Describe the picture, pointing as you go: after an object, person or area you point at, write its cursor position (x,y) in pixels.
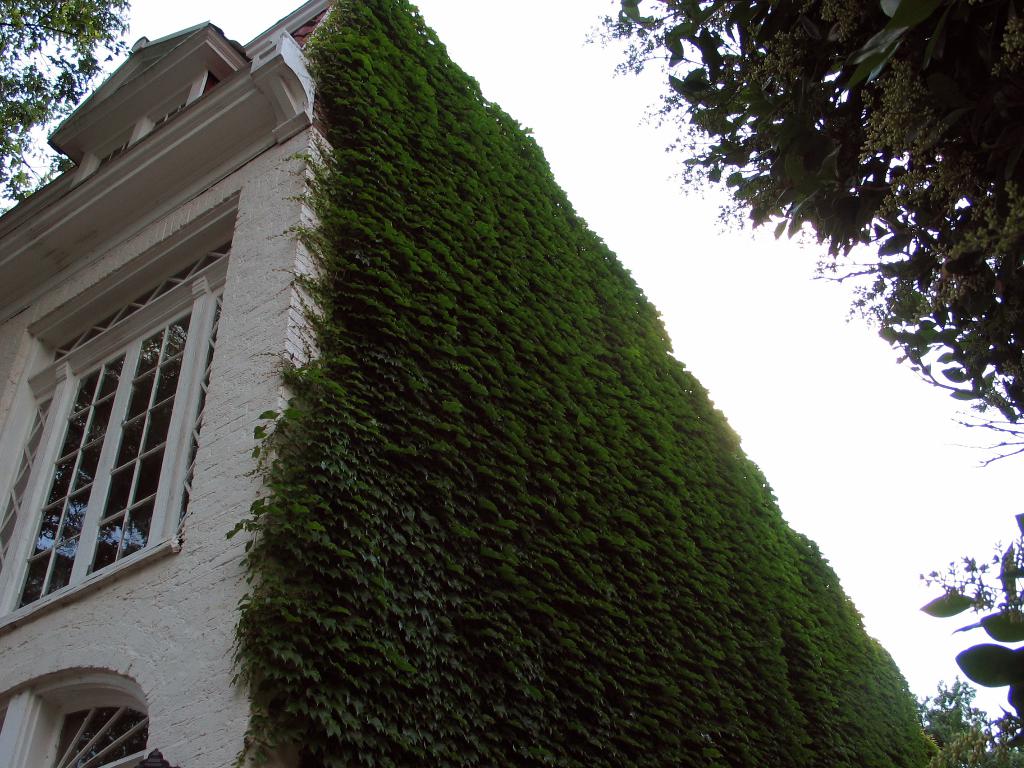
In this picture we can see a white color building (171,377) with glass windows (153,414). Beside there are some green vertical garden plants (501,501) on the wall (487,587). On the right side (942,130) there is a tree (950,156).
